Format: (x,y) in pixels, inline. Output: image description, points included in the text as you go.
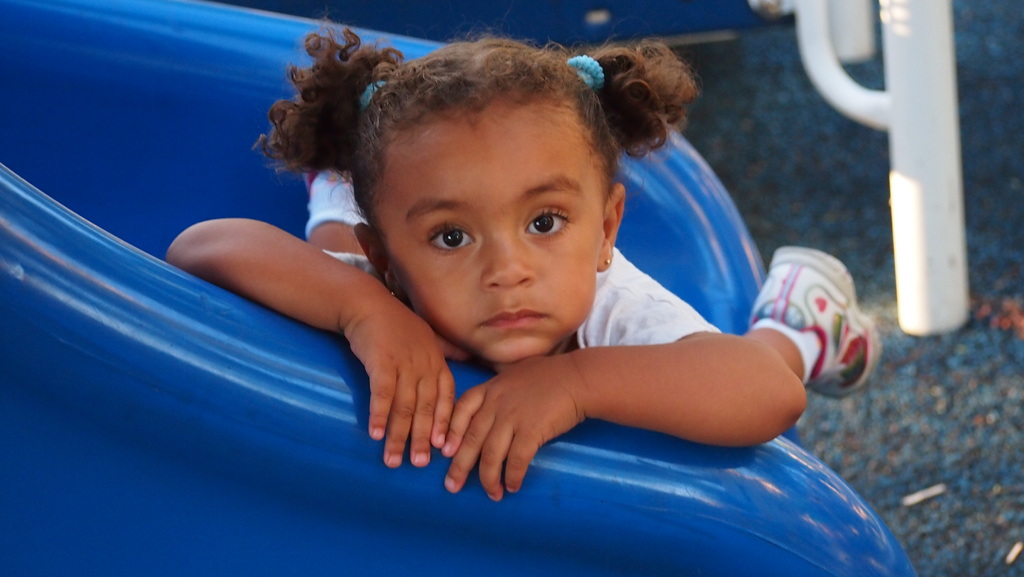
This picture is seems to be clicked outside. In the center (414,302) there is a girl (613,329) wearing white color dress (619,300) and lying on a blue color object (179,409) seems to be the slide (141,137). In the background (874,127) we can see the ground (952,446), metal rods (923,71) and some other objects (630,17).
